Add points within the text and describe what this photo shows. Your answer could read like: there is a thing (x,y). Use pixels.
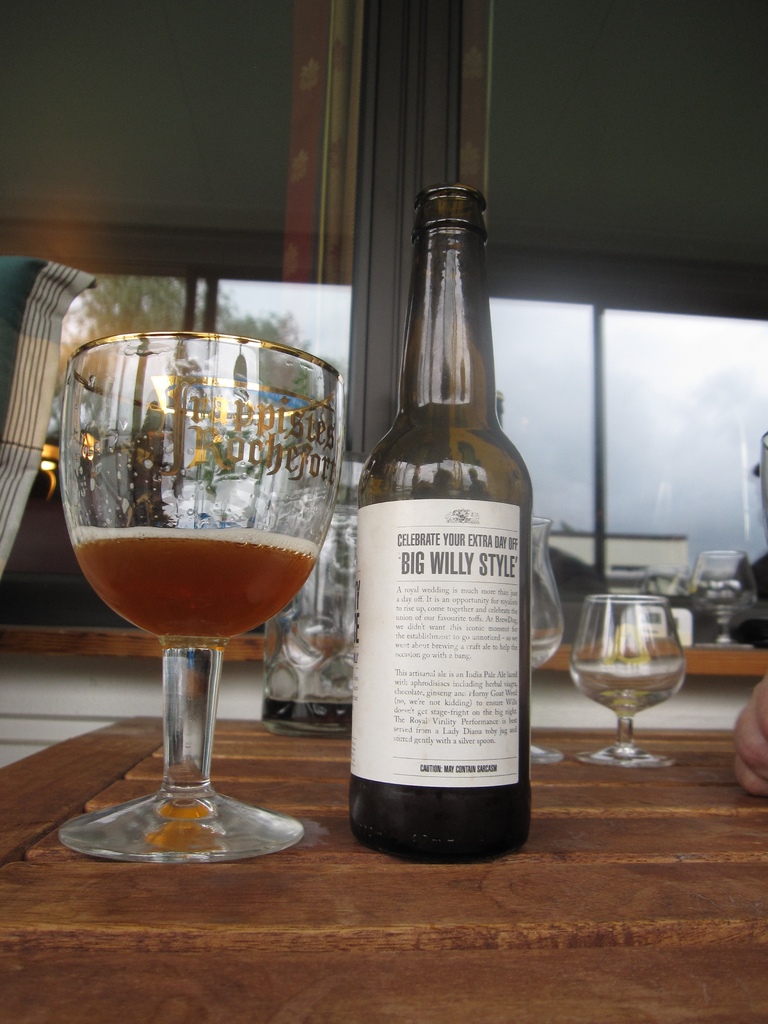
In this picture we can see a bottle (478,608) with sticker (430,563) to it and glass (241,517) with drink (206,544) in it placed on a wooden platform (457,906) and in background (206,291) we can see windows (319,333), tree (245,322), sky (583,371).
